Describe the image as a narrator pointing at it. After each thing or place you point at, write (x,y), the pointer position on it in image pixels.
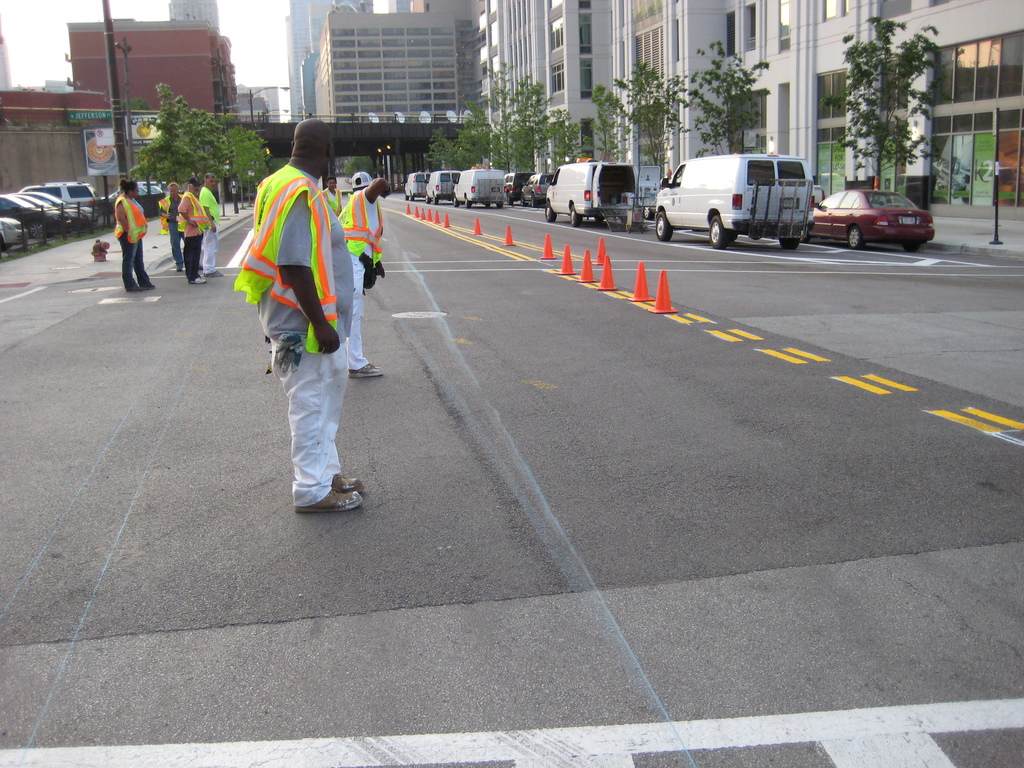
In the image I can see a place where we have some people (284,289), traffic cones (644,286) and some cars (624,179) on the road (611,347) and to the sides there are some buildings (440,105), trees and some poles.
